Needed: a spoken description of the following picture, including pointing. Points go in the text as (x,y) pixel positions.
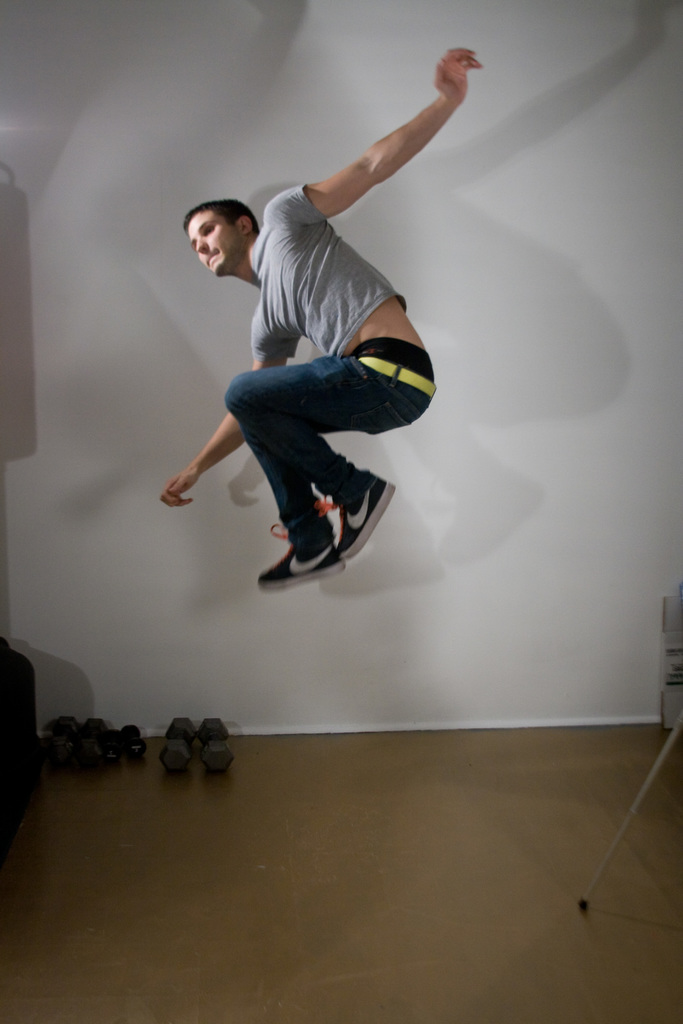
In this image we can see a person (329,270) wearing ash color T-shirt (308,310), blue color jeans (311,473) jumping in the air and in the background of the image (282,671) there are some dumbbells (134,752) and there is a wall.
